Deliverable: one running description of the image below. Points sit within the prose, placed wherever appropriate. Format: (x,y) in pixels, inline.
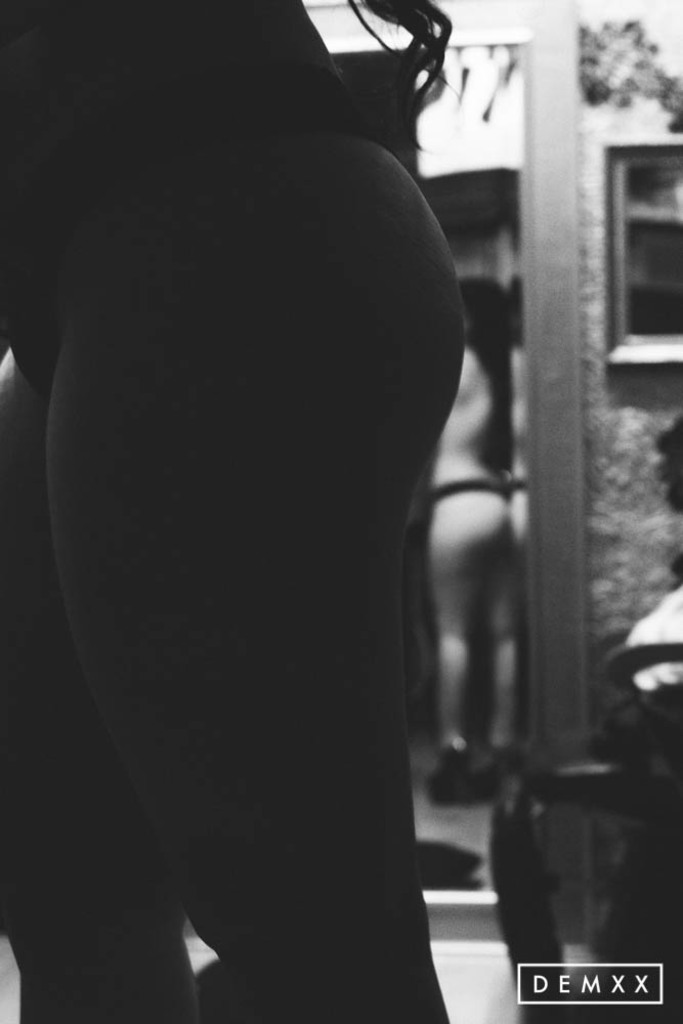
This is a black and white image. On the left side of the image (68,510) there are legs (361,887) of a person (321,936). In the background (530,126) there is a wall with mirror (430,538). On the mirror (444,924) there is a reflection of a person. And on the wall (637,441) there is a frame (652,288) and some other things (669,93) in the background (644,251).
